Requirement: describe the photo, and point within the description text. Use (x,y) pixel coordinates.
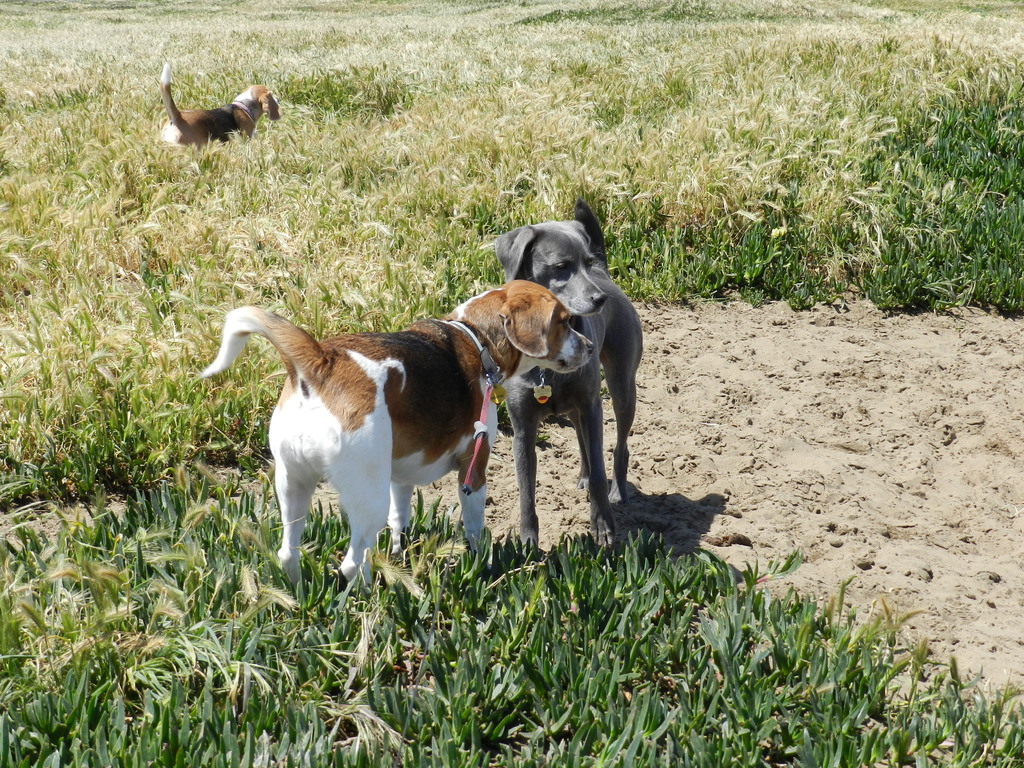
In this picture there are two dogs (581,208) in the center of the image (599,277) and there is muddy texture (780,381) and grassland (687,284) in the image and there is another dog (165,128) at the top side of the image (240,107).
